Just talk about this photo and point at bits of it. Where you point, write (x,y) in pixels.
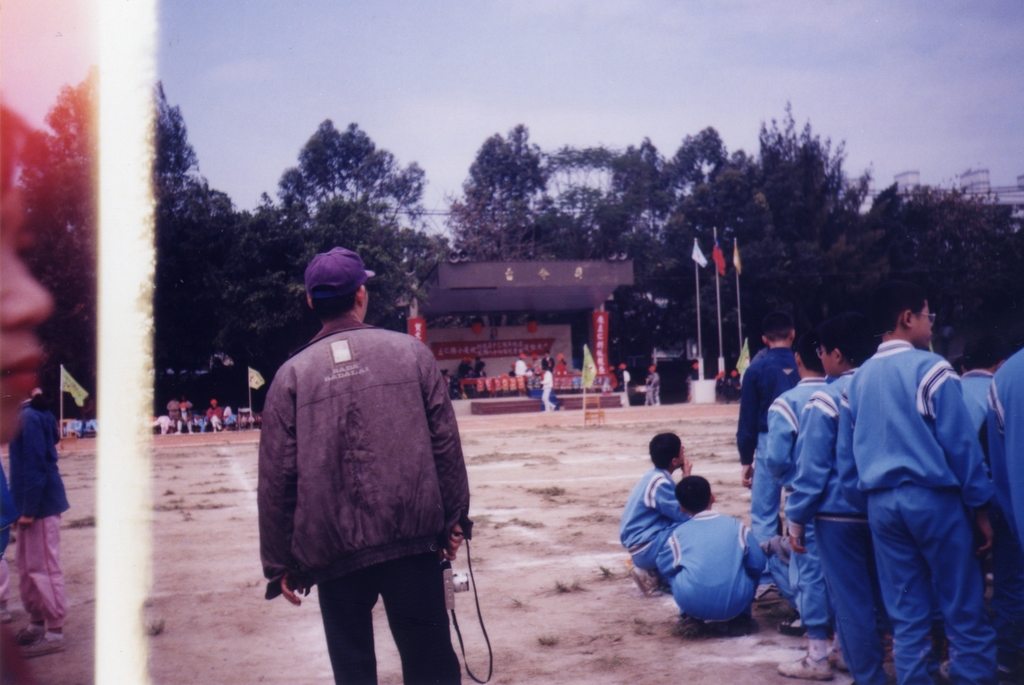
On the left side of the image (44,307) we can see one human face (27,375) and two persons (28,500). On the right side of the image (805,527) we can see a few people (799,422) are in different costumes (863,487). In the center of the image (431,449), we can see one person (435,545) is standing and he is wearing a cap (352,286) and a jacket (346,350). And we can see he is holding some object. In the background (455,143), we can see the sky (446,48), clouds (451,131), flags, banners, one stage (496,297), few people (449,374) and a few other objects (177,329).
